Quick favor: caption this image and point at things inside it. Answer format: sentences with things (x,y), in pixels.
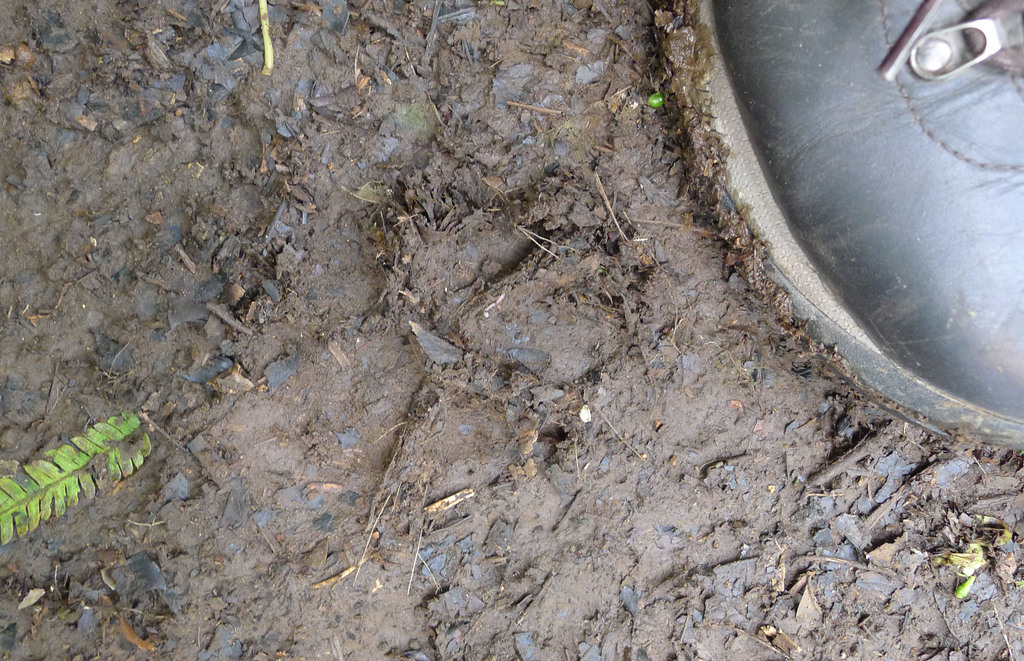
In the image we can see there is a ground (430,278) which is covered with wet mud (420,522) and there is a black colour shoe (836,167) of a person (754,207). Its corners (892,388) are covered with mud (731,308).
